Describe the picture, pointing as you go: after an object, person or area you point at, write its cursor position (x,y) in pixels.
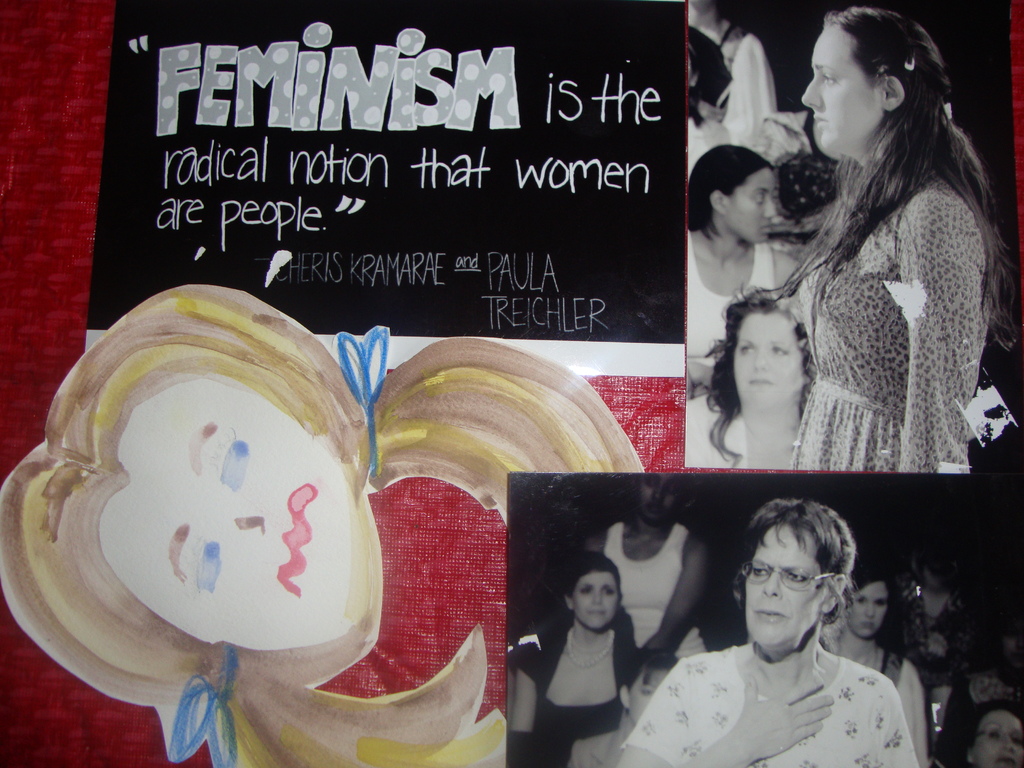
In the image there are two photos (820,524), a paper (486,160) with some quotation (455,147) and another paper (263,407) cut in the shape of a girl's face (223,508).
